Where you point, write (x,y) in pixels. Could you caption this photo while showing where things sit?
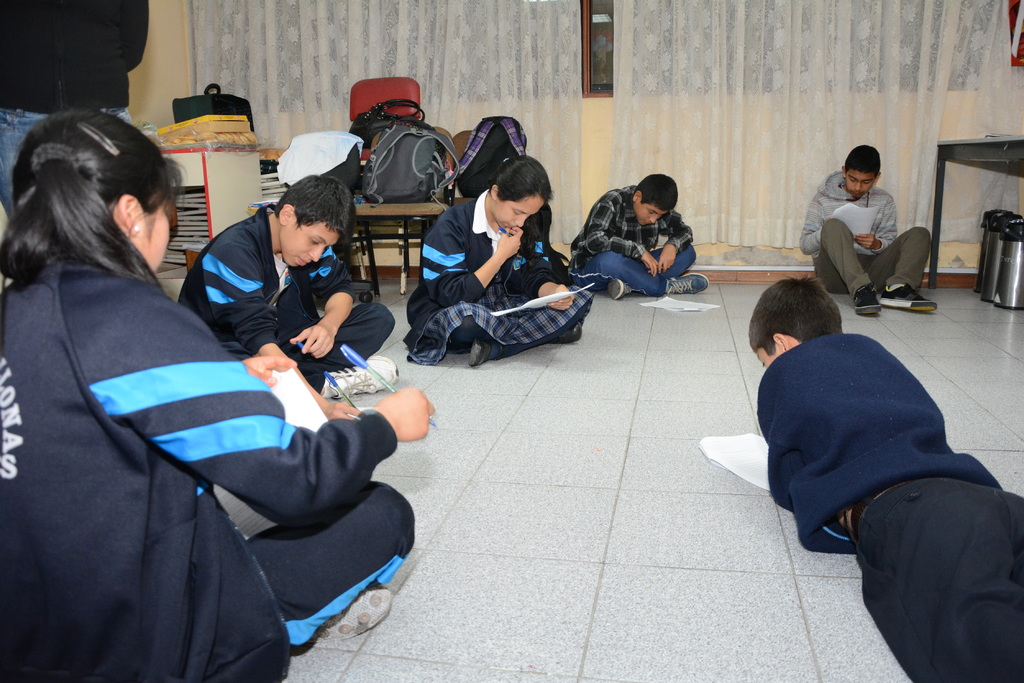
In this picture we can see there are some people (274,445) sitting and a person (839,473) is lying on the floor (849,610) and the other person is standing and some people (470,341) are holding the pens (341,389) and papers (291,413). On the right side of the people (463,241) there is a table (971,151) and on the left side of the people (797,306) there are bags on the table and other things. Behind the people (516,243) there is a wall (584,141) with a window (602,11) and curtains (843,96).
